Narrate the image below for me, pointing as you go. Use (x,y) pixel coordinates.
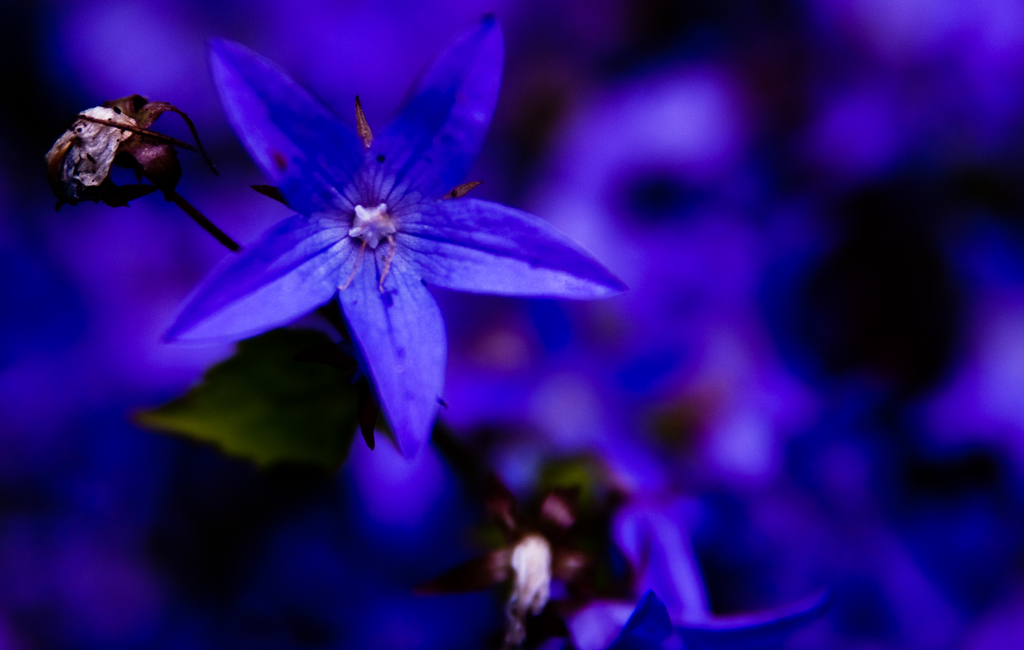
In this image we can see the flowers (291,283) and also the stem (193,214) and the background (187,230) is not clear.
